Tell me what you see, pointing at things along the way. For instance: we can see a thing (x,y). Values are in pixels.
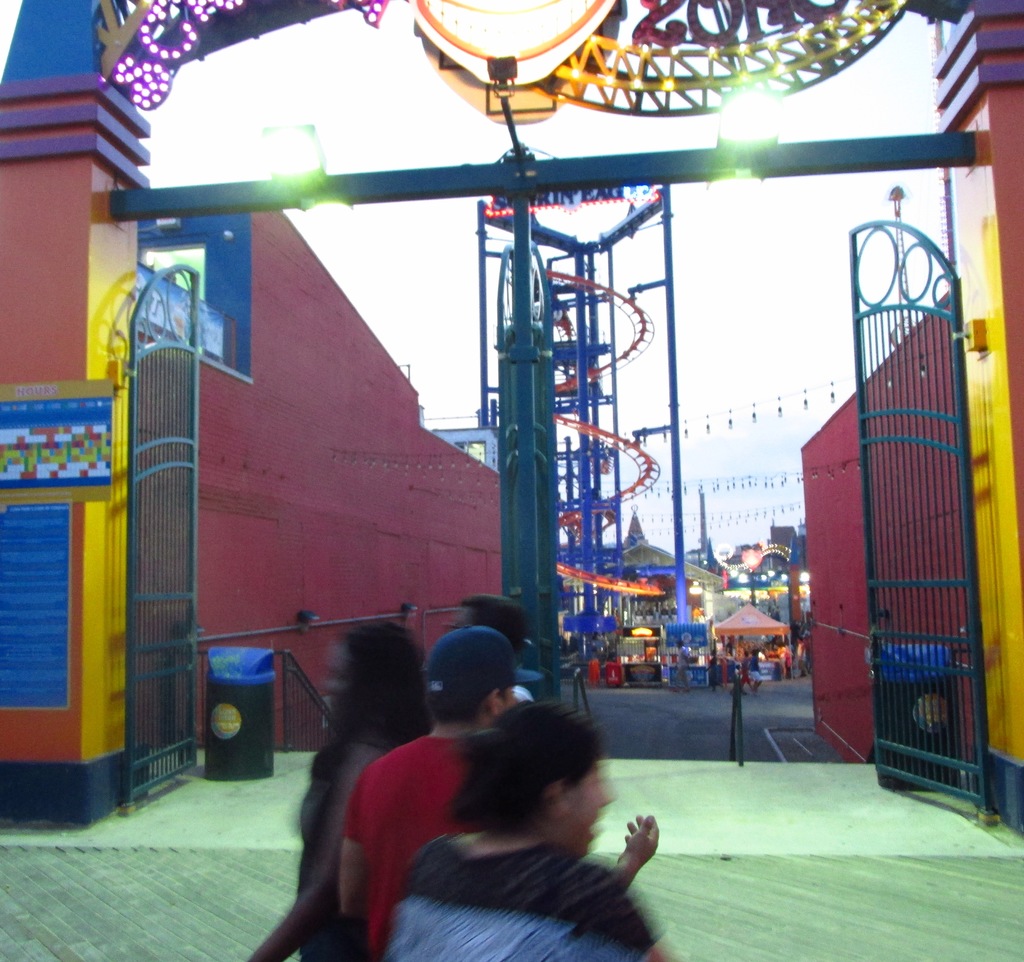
In the picture I can see people (396,846), gates (852,280), lights (738,174), walls (433,468), stalls (600,636) and some other objects (571,616). In the background (653,338) I can see the sky (623,386).
